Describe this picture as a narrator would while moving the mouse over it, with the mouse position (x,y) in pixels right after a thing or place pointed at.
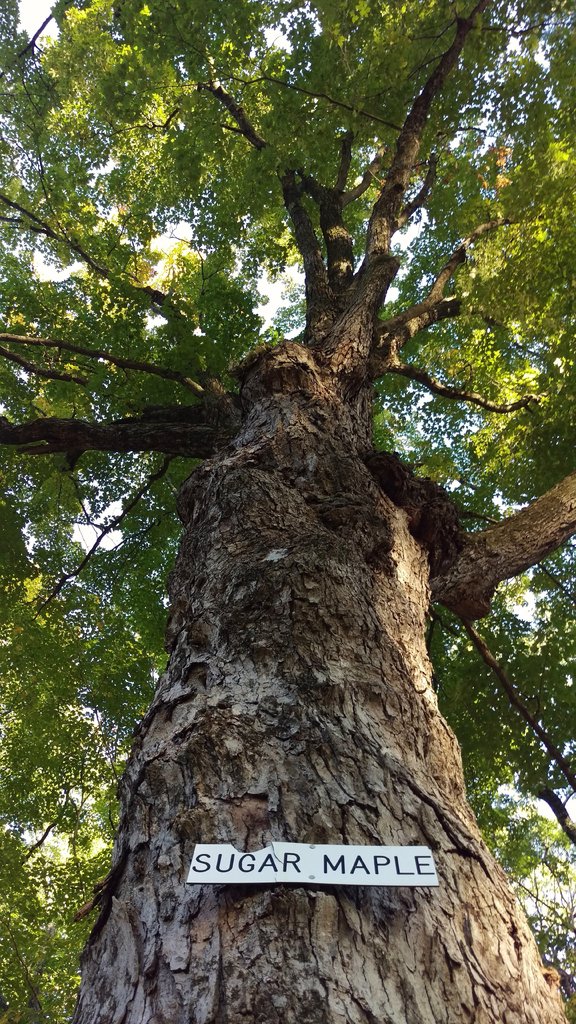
In this picture we can see a tree (334,638), there is a board (296,875) pasted on the tree (294,593), we can see some text (286,861) on the board (307,871), there is the sky (184,234) in the background (175,244).
